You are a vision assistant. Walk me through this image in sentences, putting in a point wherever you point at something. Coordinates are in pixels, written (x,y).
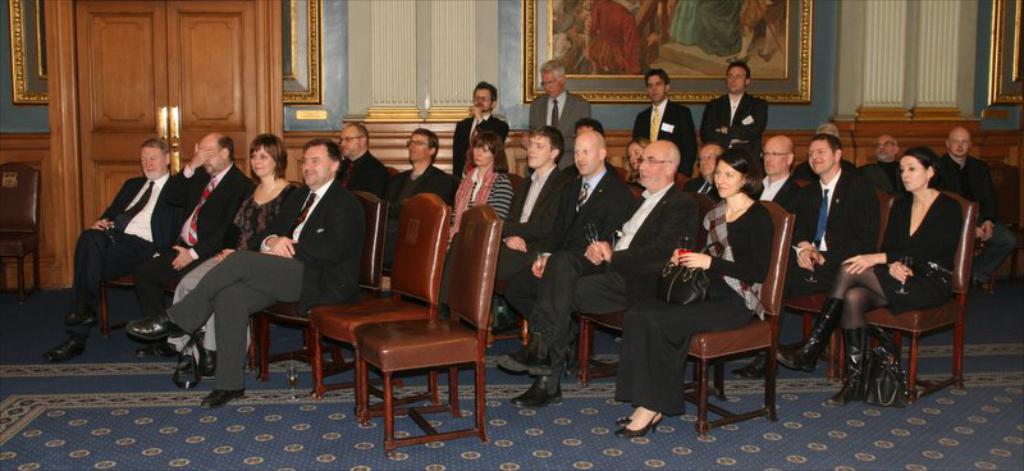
A group of people (332,189) are sitting in chairs (365,205) and looking at something. Few people (741,85) are standing behind them.
